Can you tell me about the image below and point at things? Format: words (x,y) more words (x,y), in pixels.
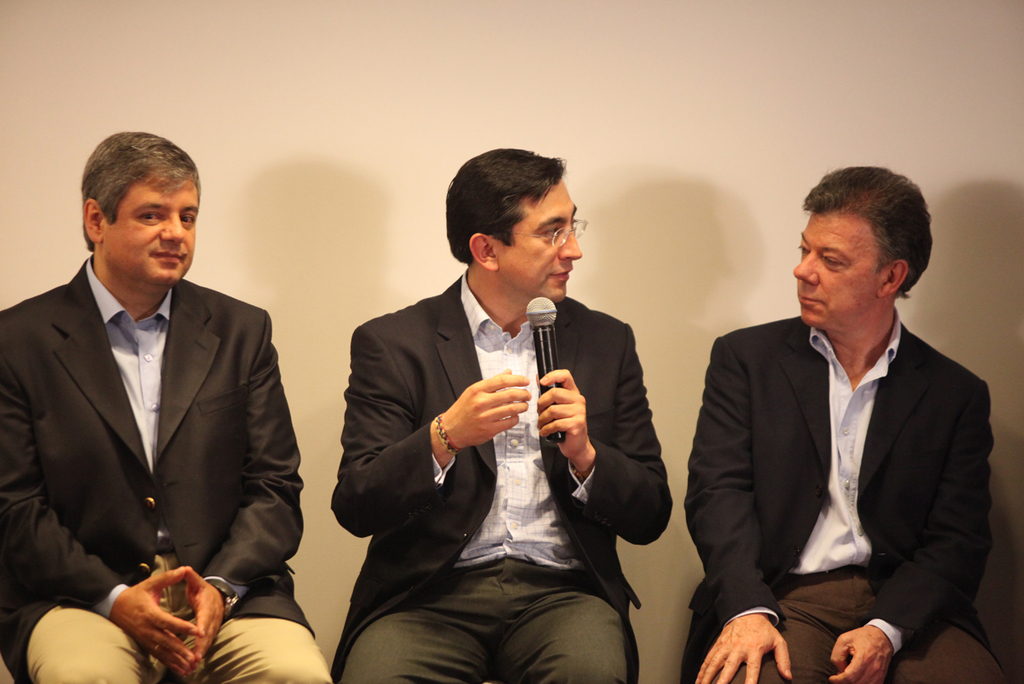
In this image there are three men (495,374) sitting. The man (548,406) in the center (548,366) is holding a microphone (549,365). Behind them there is a wall (514,63).
